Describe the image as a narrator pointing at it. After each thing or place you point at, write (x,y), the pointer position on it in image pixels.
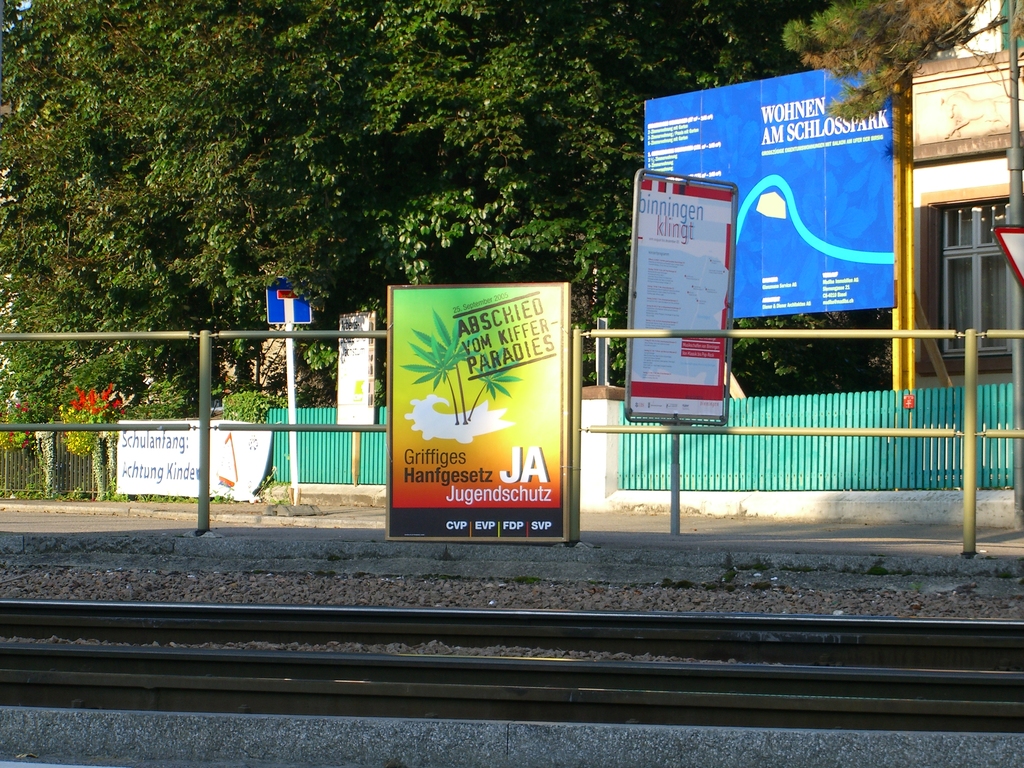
In this image we can see few boards (694,240) with text (649,299), railway track (187,671), metal railing (203,367), a building (961,72) on the right side (981,171), wooden fence (979,448) and few trees (341,121) in the background (340,128).
